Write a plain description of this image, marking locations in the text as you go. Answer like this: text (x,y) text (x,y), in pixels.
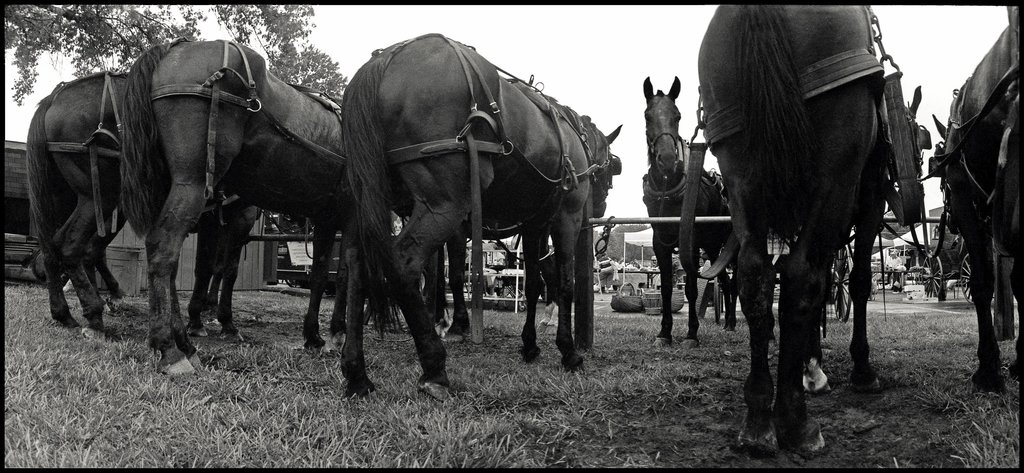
In this image I can see a herd of horses (532,225) are tied with the rope chains (611,226), on the left (89,53) there are trees (153,30). At the top (47,56) it is the sky (567,31).
